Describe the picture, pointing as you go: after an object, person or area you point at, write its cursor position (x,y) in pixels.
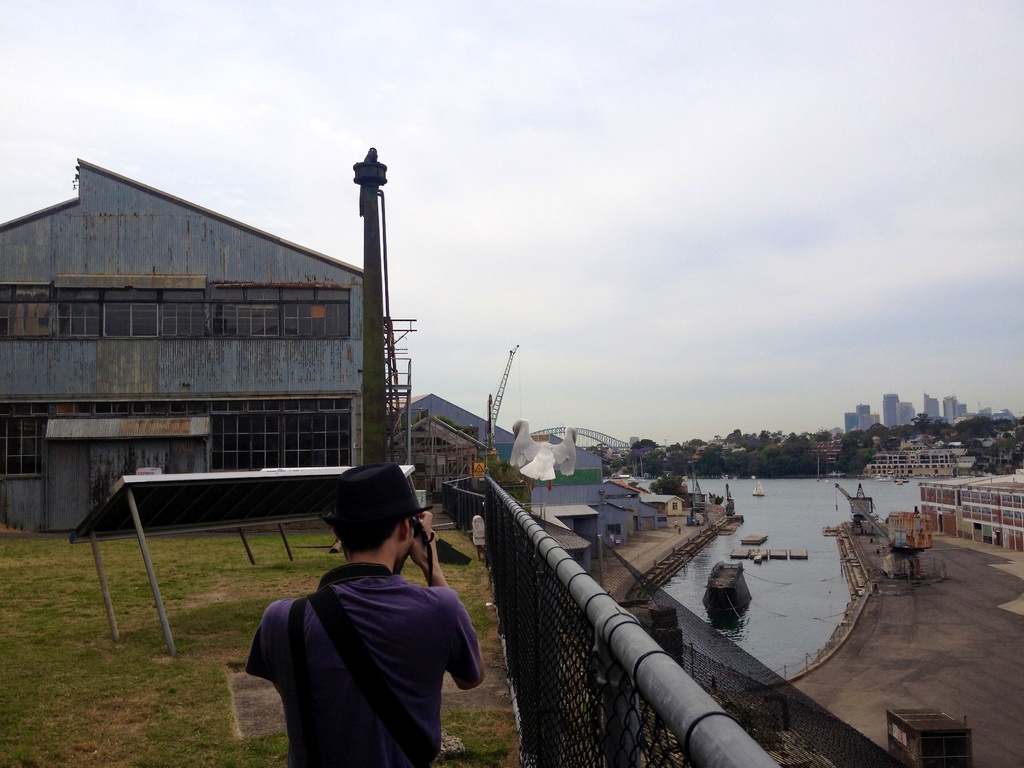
In this image we can see a person (393,541), fence (443,505), building (42,494), water (740,526) and other objects (857,515). In the background of the image (834,444) there are trees (769,436), buildings (598,476) and other objects (853,575). At the top of the image (438,86) there is the sky (569,90).
